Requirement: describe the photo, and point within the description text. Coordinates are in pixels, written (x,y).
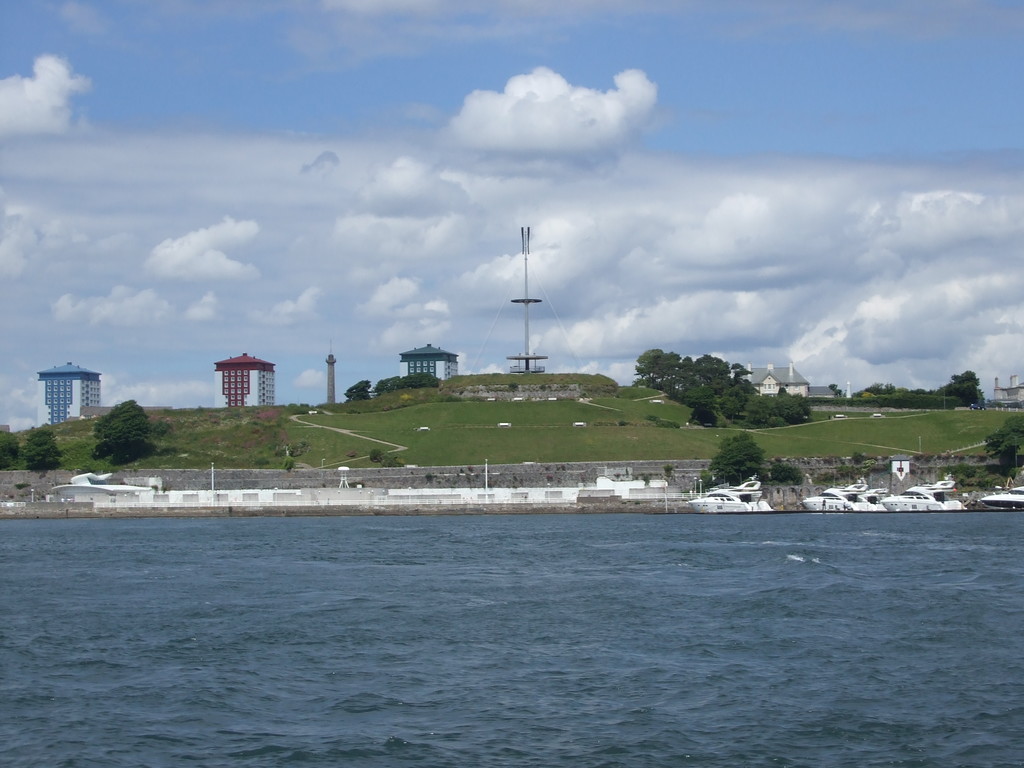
In this picture I see the water (361,604) in front (695,597) and I see few boats (826,501) and in the middle of this image (401,440) I see the grass (620,428), number of trees (713,465) and few buildings (95,403). In the background (367,106) I see the sky (306,132).
